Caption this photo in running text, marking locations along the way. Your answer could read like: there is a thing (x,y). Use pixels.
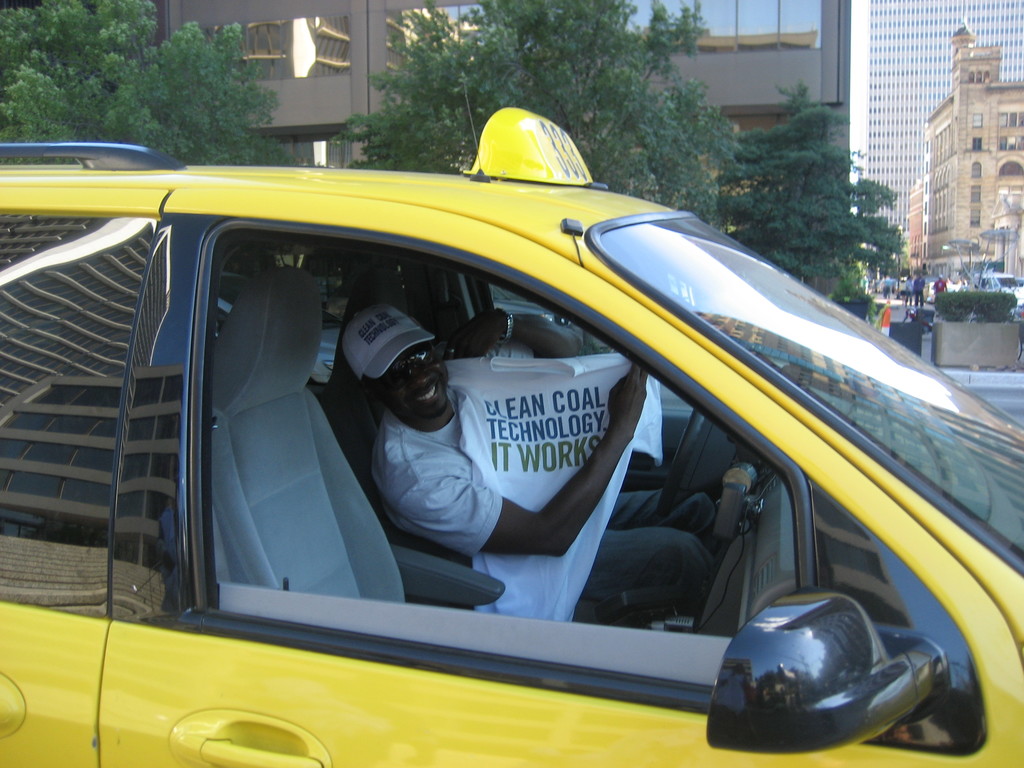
In this picture there is a man (477,325) in the center of the image (616,486) in the car (372,270), by holding a t-shirt (578,441) in his hands (502,340) and there are buildings (284,83), trees (172,101), and other people (911,283) in the background area of the image (742,199).
